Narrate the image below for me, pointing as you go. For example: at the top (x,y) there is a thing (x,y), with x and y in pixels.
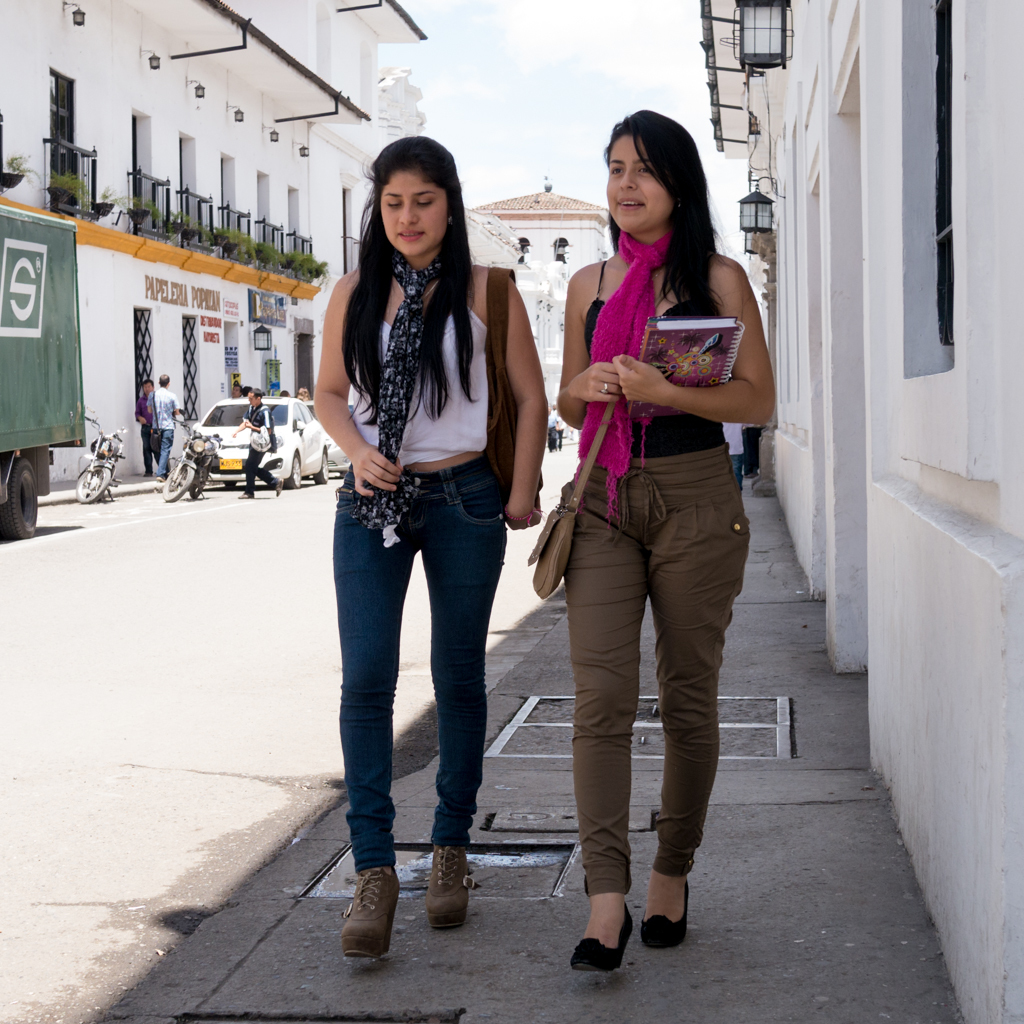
This picture is clicked outside. In the foreground (524,340) we can see the two women (447,349) wearing t-shirts (710,434), scarves (648,245), sling bags (499,447) and walking on the ground (633,841) and we can see a book (662,368), bikes (211,451), cars (294,459), vehicles (277,462) and group of persons (149,403). In the background (501,34) we can see the sky (526,92), buildings (907,111), windows (190,168) and the railings (205,209) of the buildings (282,225) and we can see the green leaves (320,267), text (207,293) on the building (167,310) and we can see the wall mounted lamps (754,219) and some other objects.
